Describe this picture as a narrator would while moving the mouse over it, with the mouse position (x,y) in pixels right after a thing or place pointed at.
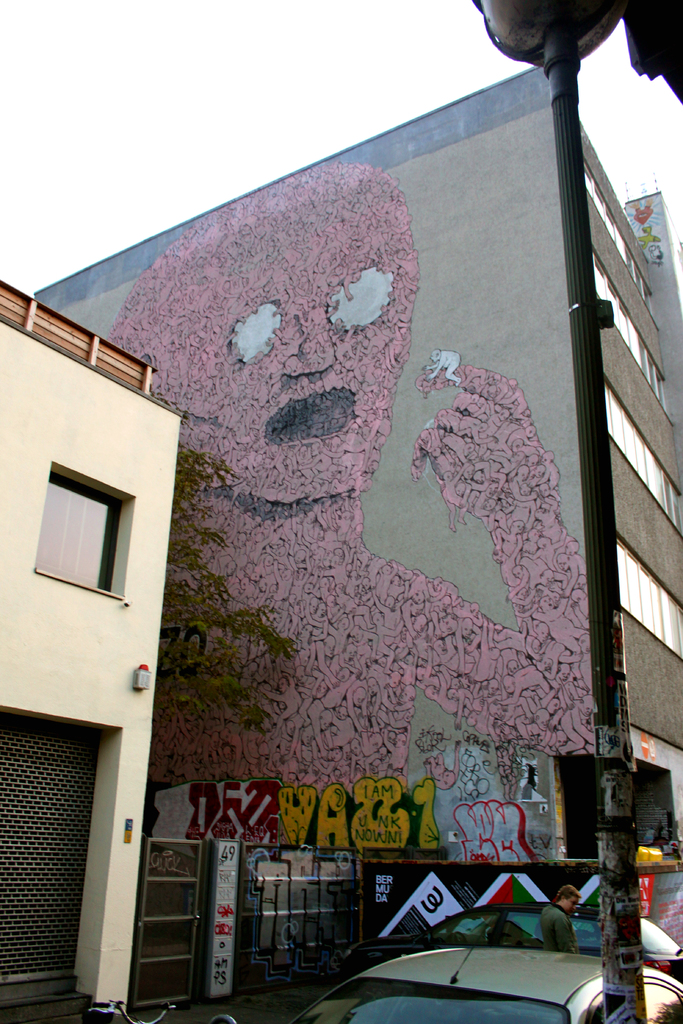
In this image there are buildings (478,582). At the bottom (554,966) we can see cars (509,973) and there is a person (547,917). On the right (558,125) there is a pole (575,350). In the background (145,146) there is sky (135,146).
